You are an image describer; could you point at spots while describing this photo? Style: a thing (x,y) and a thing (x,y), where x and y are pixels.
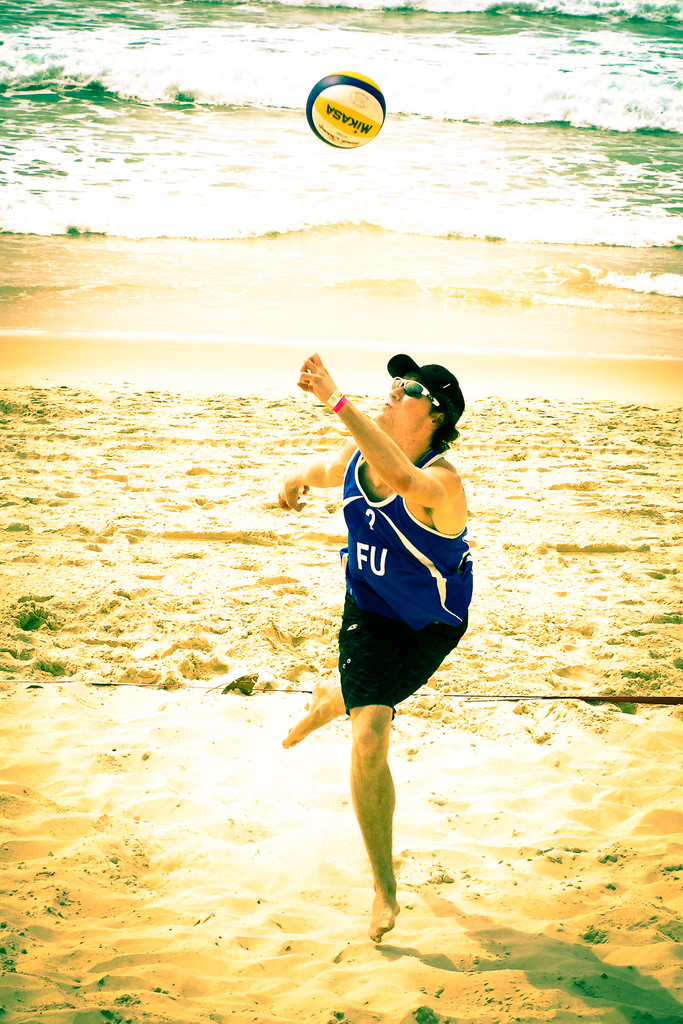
In this image there is a man (372,666) playing with the ball (337,103) in sea shore (531,809) behind him there is a beach (178,320).
